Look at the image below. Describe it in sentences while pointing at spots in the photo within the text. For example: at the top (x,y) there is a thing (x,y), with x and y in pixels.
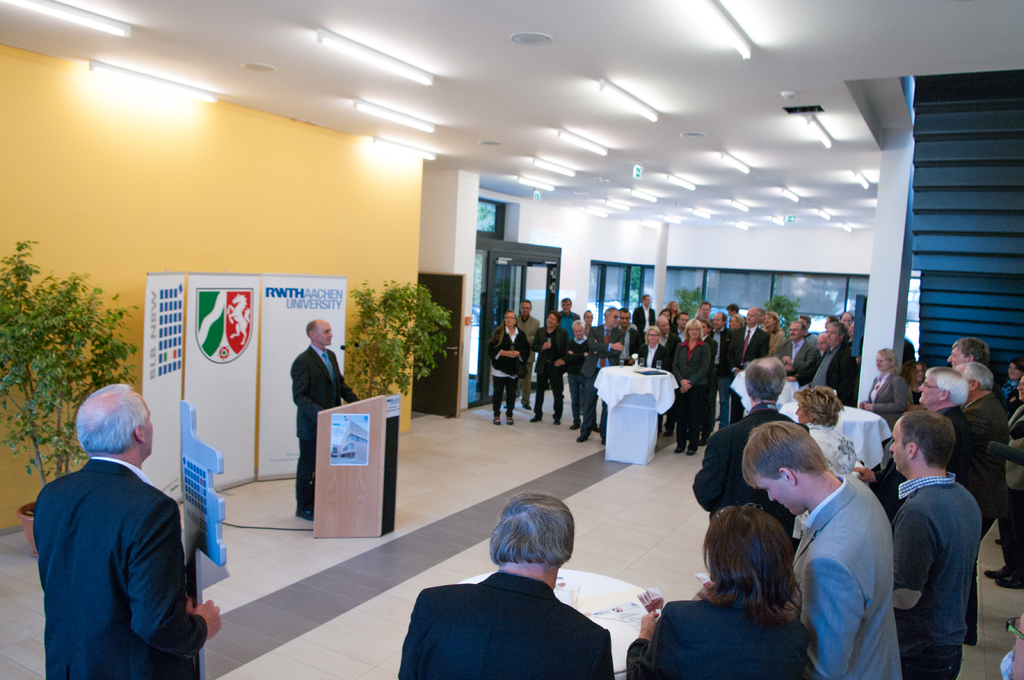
In this image we can see many people (738,429). A person (342,391) is standing near the podium (342,484) and speaking into a microphone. There are few advertising banners (232,360) in the image. There are many lights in the image. There is a plant (71,374) in a pot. There are few plants (56,376) in the image. We can see few objects (612,613) on the table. There are few doors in the image.
